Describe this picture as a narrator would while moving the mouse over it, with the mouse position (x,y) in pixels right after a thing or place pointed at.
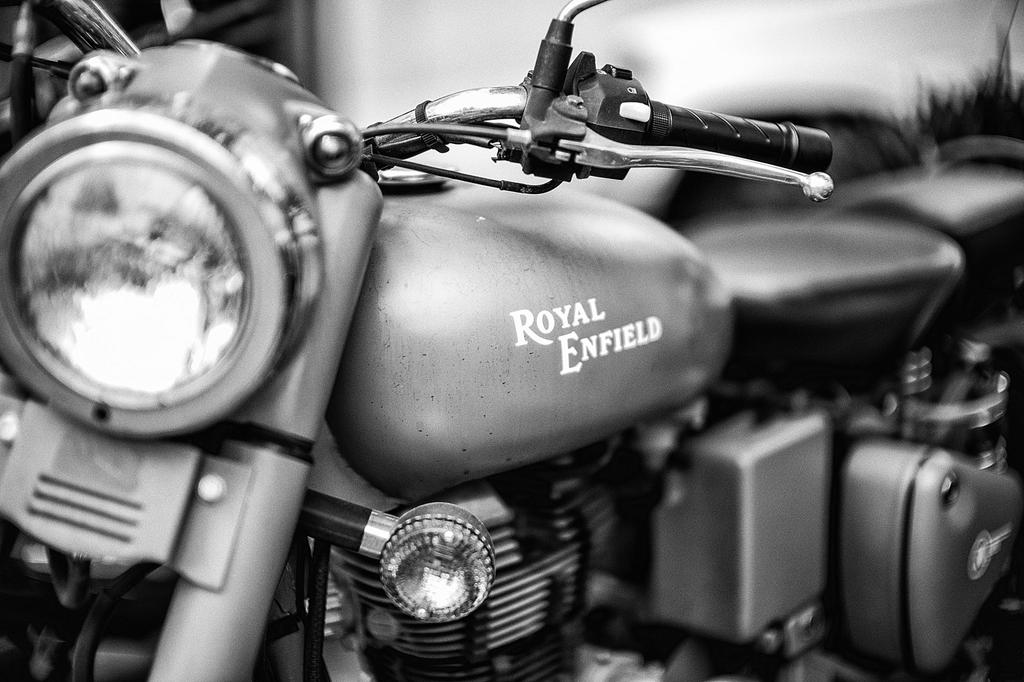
In this image in the foreground (69,383) there is one bike (507,339), and the background (909,35) is blurred.
